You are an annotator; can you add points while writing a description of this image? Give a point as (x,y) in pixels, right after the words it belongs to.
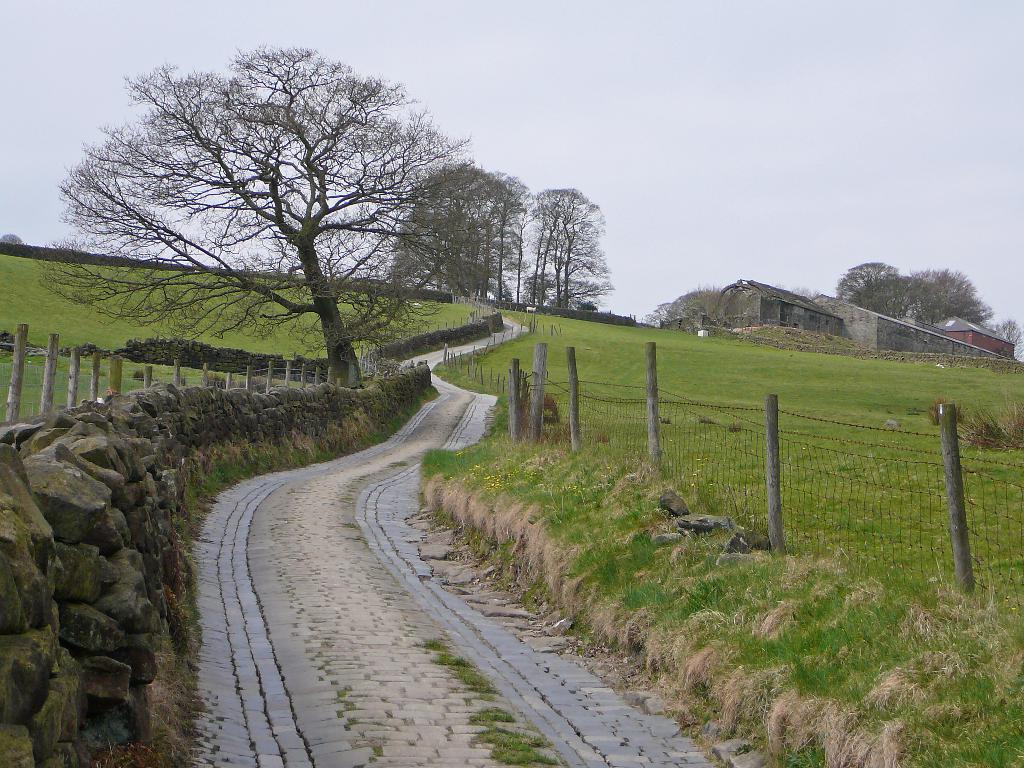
This is an outside view. Here I can see a path (328,679). On the left side (139,541) there are rocks (78,538). On both sides of the path (416,504) I can see the grass (497,465) and poles (17,396). In the background (385,269) there are some trees (880,278) and few houses (834,314). At the top of the image (772,152) I can see the sky (673,109).
